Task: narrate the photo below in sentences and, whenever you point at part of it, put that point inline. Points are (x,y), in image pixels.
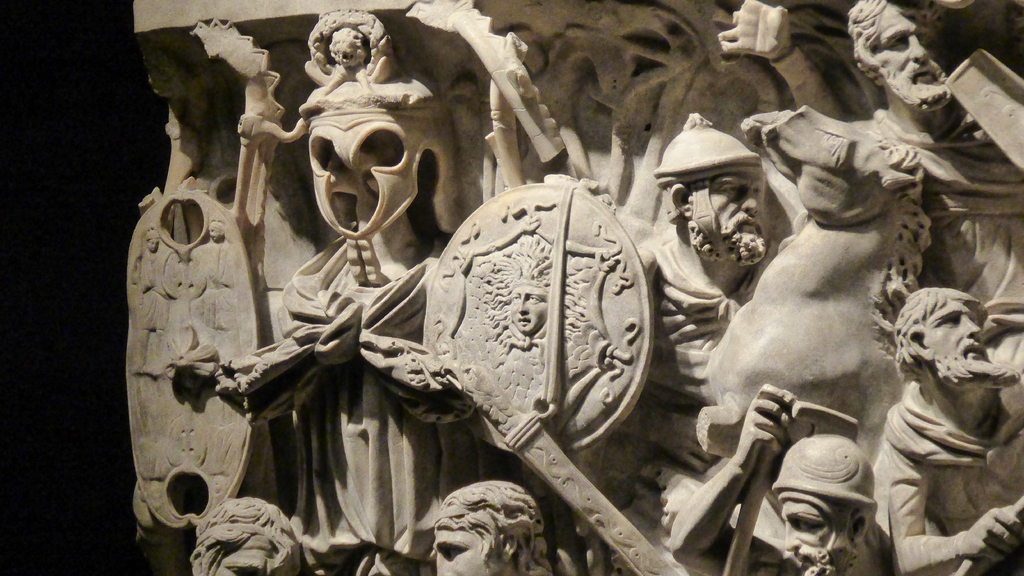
In this image there are sculptures (479,260).
